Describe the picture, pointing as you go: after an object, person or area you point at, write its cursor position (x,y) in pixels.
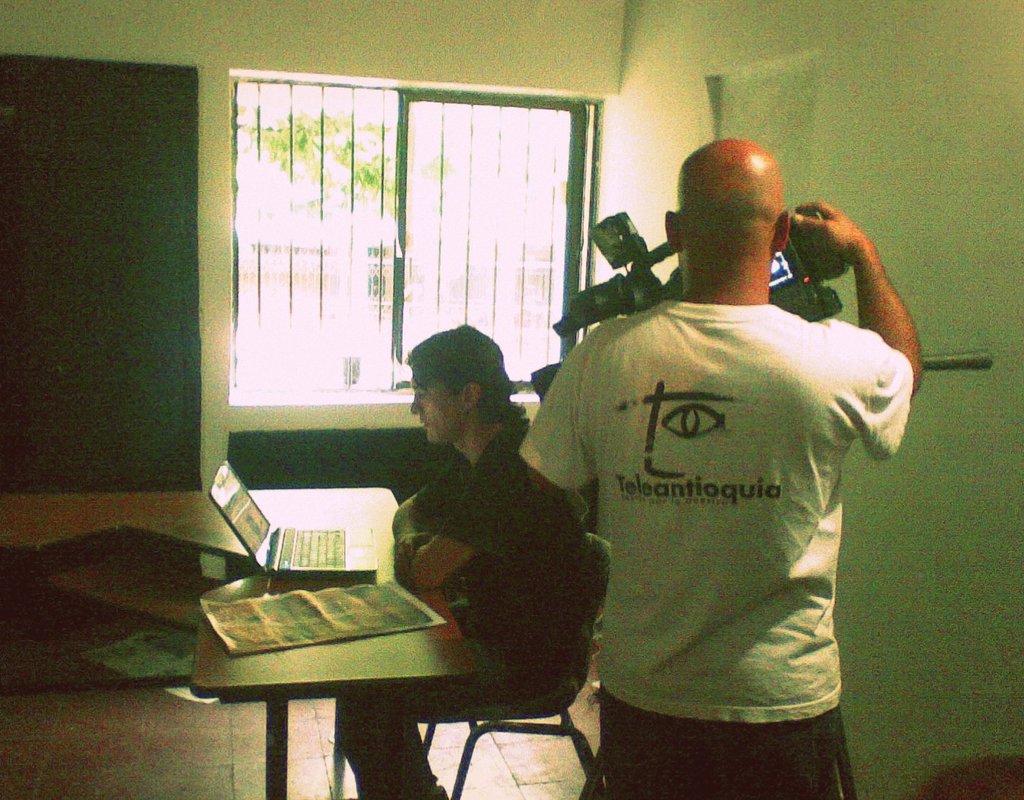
Here we can see a man (610,727) standing with his video camera (796,304) probably recording something and in front of him there is a man (544,546) sitting on a chair (577,614) with a laptop (358,547) present on his table (384,556) and beside him we can see a window (558,273).
